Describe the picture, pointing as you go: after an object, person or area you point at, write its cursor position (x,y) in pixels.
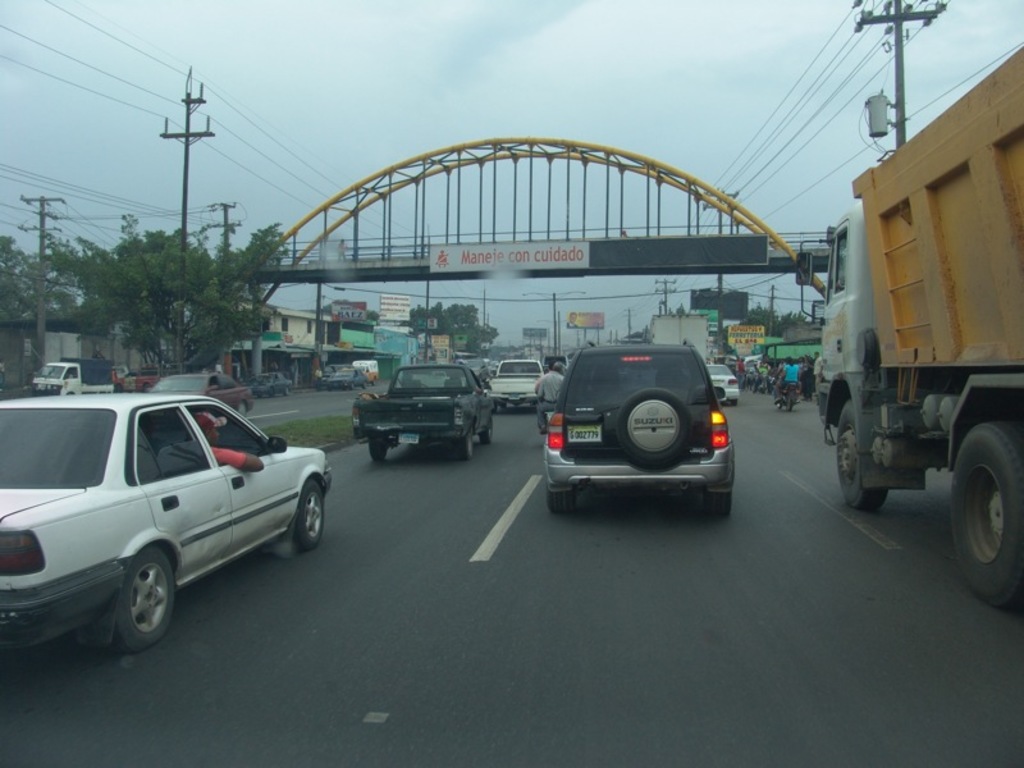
As we can see in the image there are cars (597,490), trucks (394,418), motorcycles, bridge (355,239), current poles (44,198), buildings (306,326), banners (394,319) and trees (202,288). On the top (253,22) there is sky (593,16).
